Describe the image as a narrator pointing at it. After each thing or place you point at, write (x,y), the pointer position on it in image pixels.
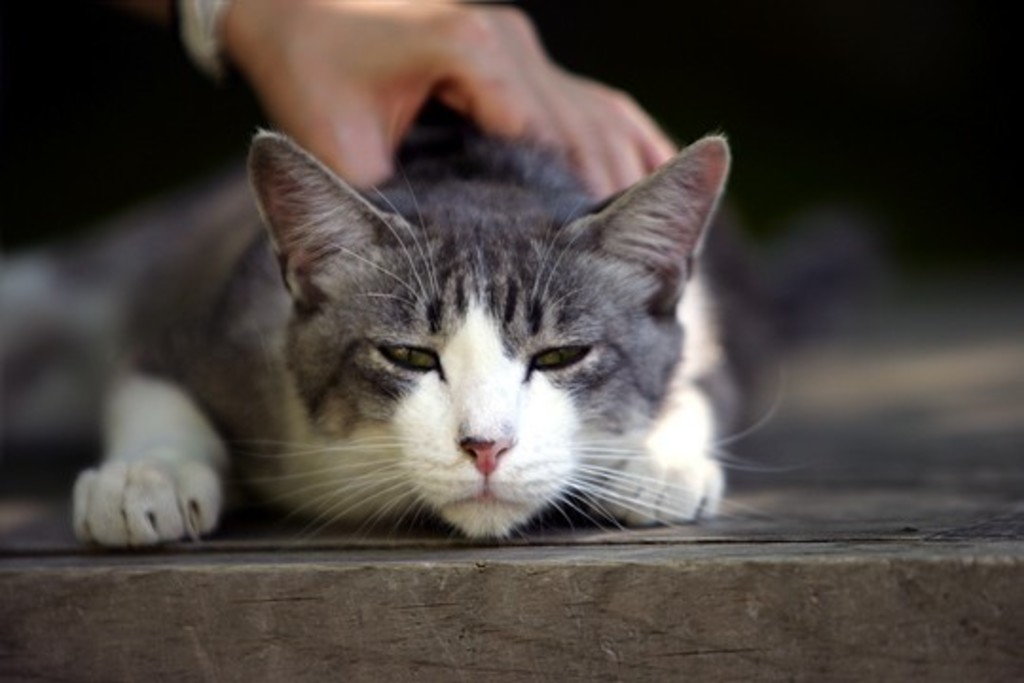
There is a cat (632,339) in the center of the image (496,440) on a wooden surface (330,528), there is a hand (402,76) on it at the top side (418,111).
